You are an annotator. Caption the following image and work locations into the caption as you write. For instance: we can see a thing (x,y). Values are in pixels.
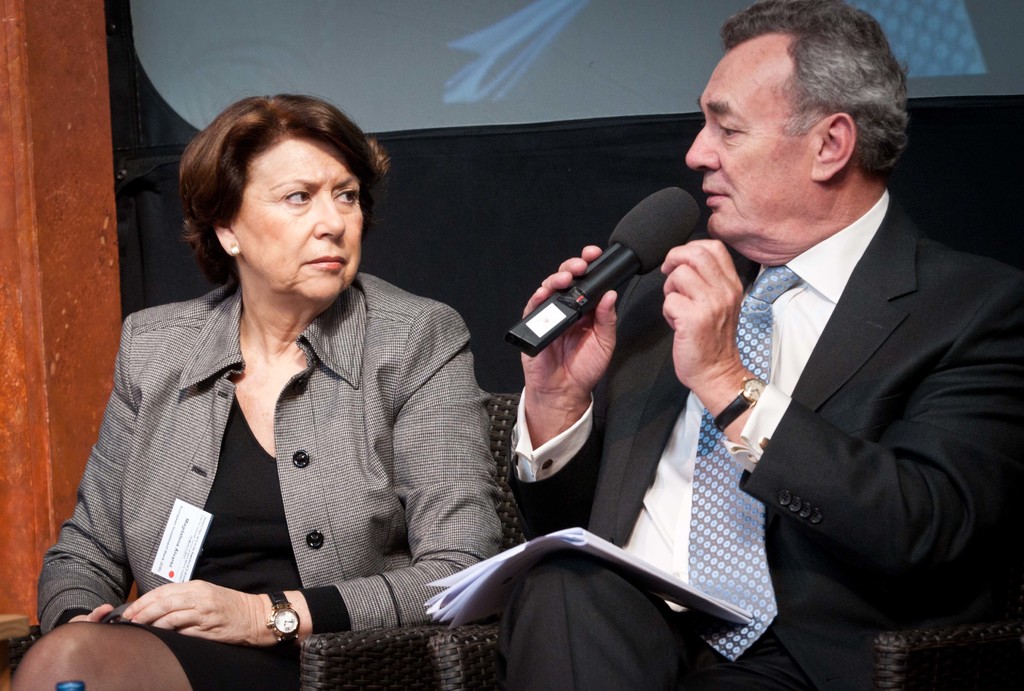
In this picture we can see a woman (409,365) and a man (817,557) sitting on the chairs (420,664). He hold a mike (651,250) with his hand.
